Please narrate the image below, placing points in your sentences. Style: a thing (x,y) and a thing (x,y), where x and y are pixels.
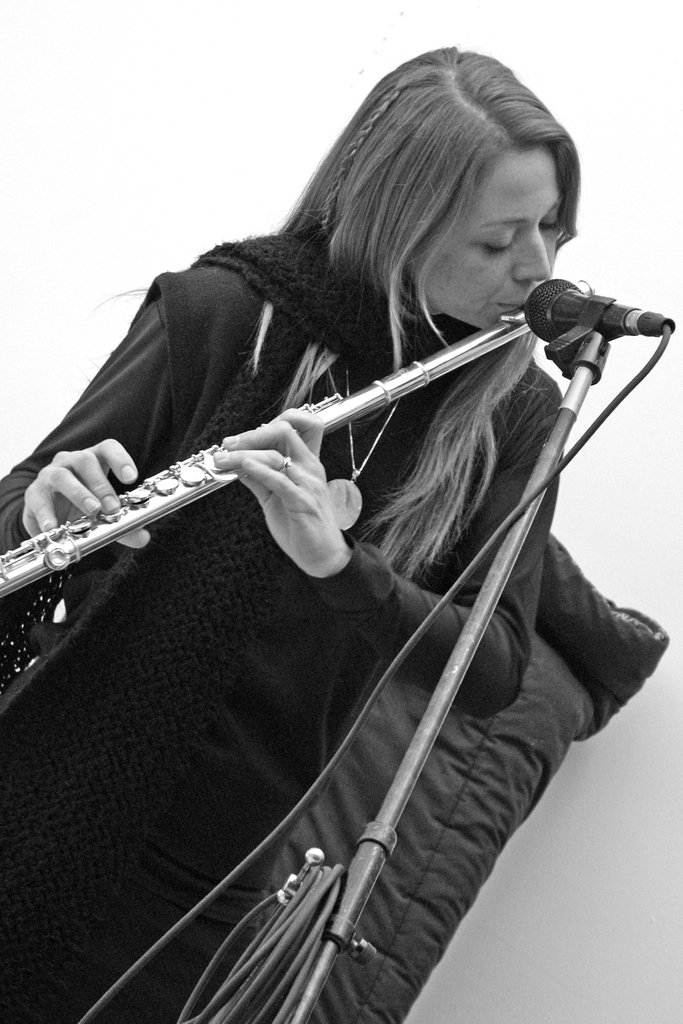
In this image a lady (309,191) is playing a flute (159,501). In front of her there is a mic (616,320). She is wearing a scarf (230,527) and a jacket (205,313).
